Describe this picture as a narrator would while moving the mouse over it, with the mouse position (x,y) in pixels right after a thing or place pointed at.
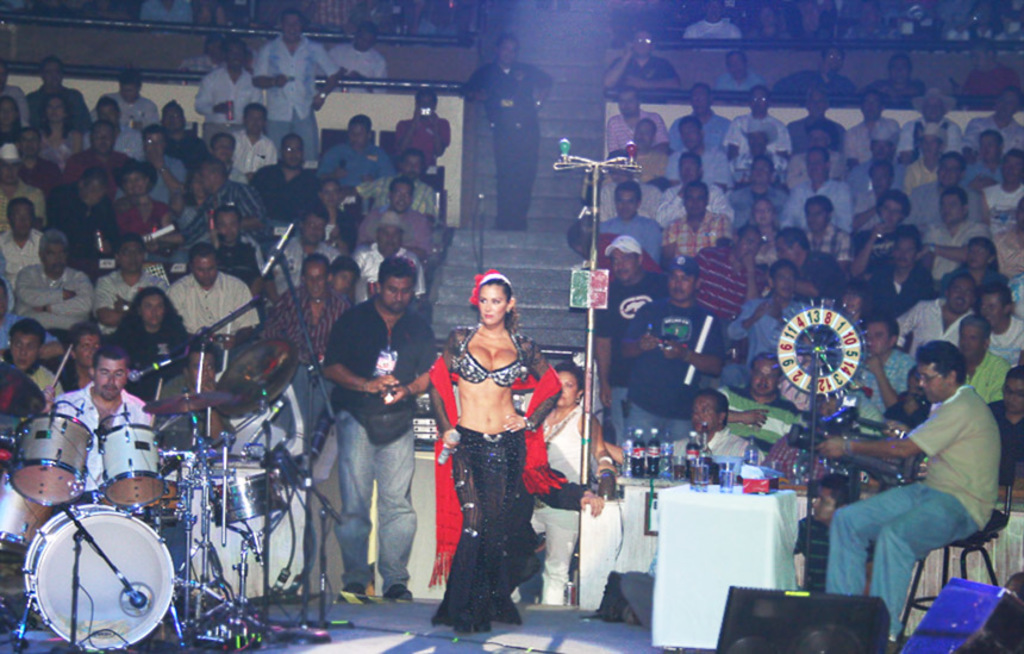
Front on this stage (537,611) this person (120,408) is playing this musical instruments (109,446) with stick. In middle (377,349) this man (376,351) wore black shirt (402,358) and holding something, beside this man (395,454) another woman (487,407) is standing and wore black and red dress (483,465). At the corner of the stage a person (917,522) is sitting on chair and holding a camera (899,465). Far these are audience (688,255) sitting on chairs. In-front of this audience (764,360) there is a table (771,511), on this table (754,523) there are glasses (729,470) and bottles (690,451). On the bottom of the image (782,632) there is a speaker (782,604).
